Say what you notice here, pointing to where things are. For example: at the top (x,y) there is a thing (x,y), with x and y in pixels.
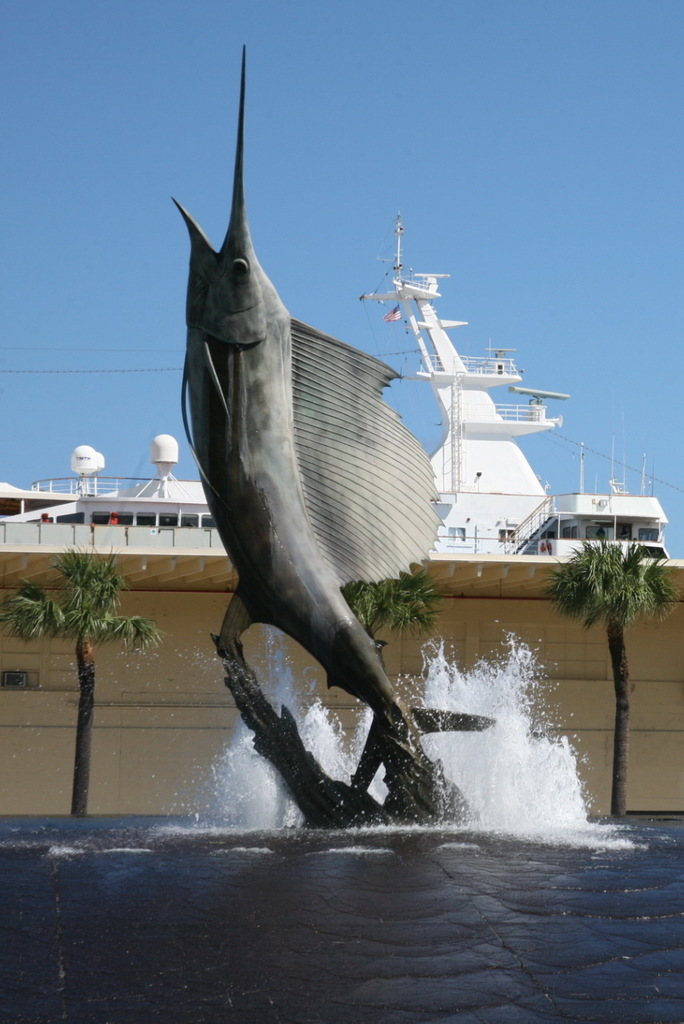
In the center of the image (279,523) we can see a statue (343,649). In the background of the image (48,757) we can see the trees (381,582), wall (217,619), ship (627,494). At the bottom of the image (246,837) we can see the water (374,874). At the top of the image (282,29) we can see the sky (284,272) and wires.
